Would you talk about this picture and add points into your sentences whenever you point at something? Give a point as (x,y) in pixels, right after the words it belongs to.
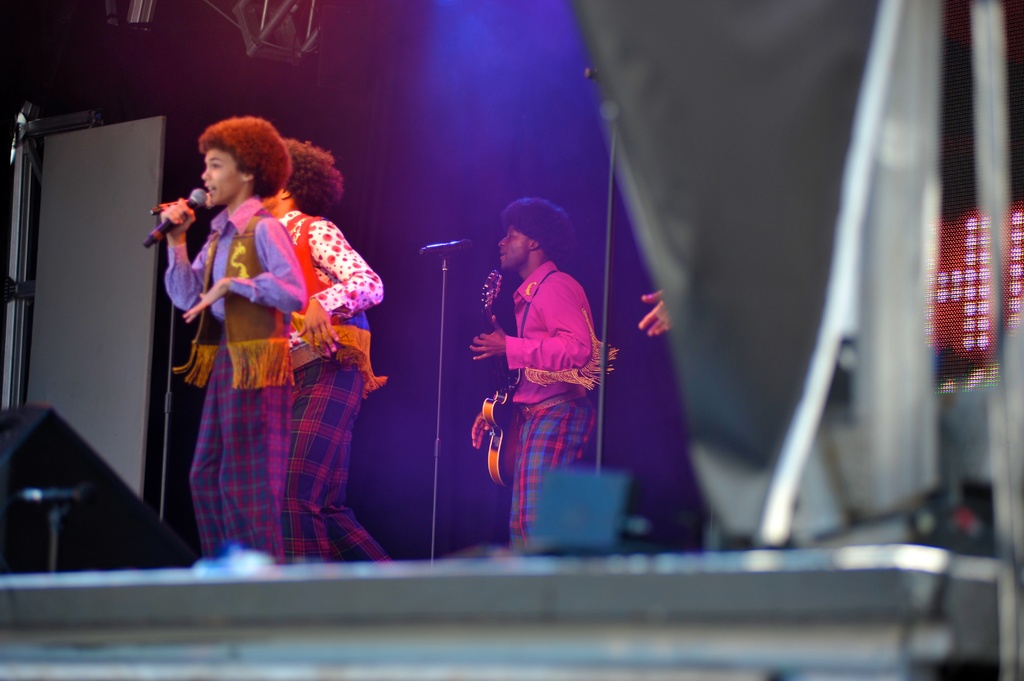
In this image we can see two children (307,260) are standing on the stage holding the mikes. On the right side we can see a person (536,312) holding a guitar (495,273) standing in front of a mic (458,241) and a mic stand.
